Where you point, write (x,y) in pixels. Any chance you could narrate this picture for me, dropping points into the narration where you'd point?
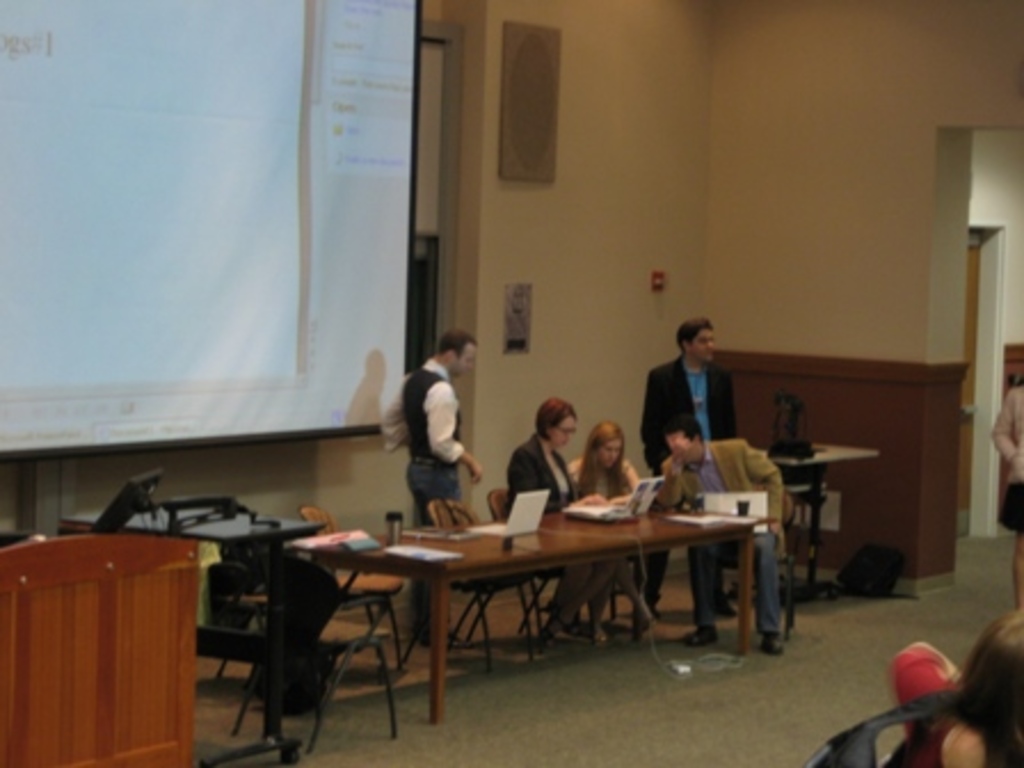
In this image I see a few people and 3 of them are sitting on the chairs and 2 of them are standing and I can also see few people (1011,747) over here. In the background (587,436) I see the wall (554,372) and a screen (404,272).
